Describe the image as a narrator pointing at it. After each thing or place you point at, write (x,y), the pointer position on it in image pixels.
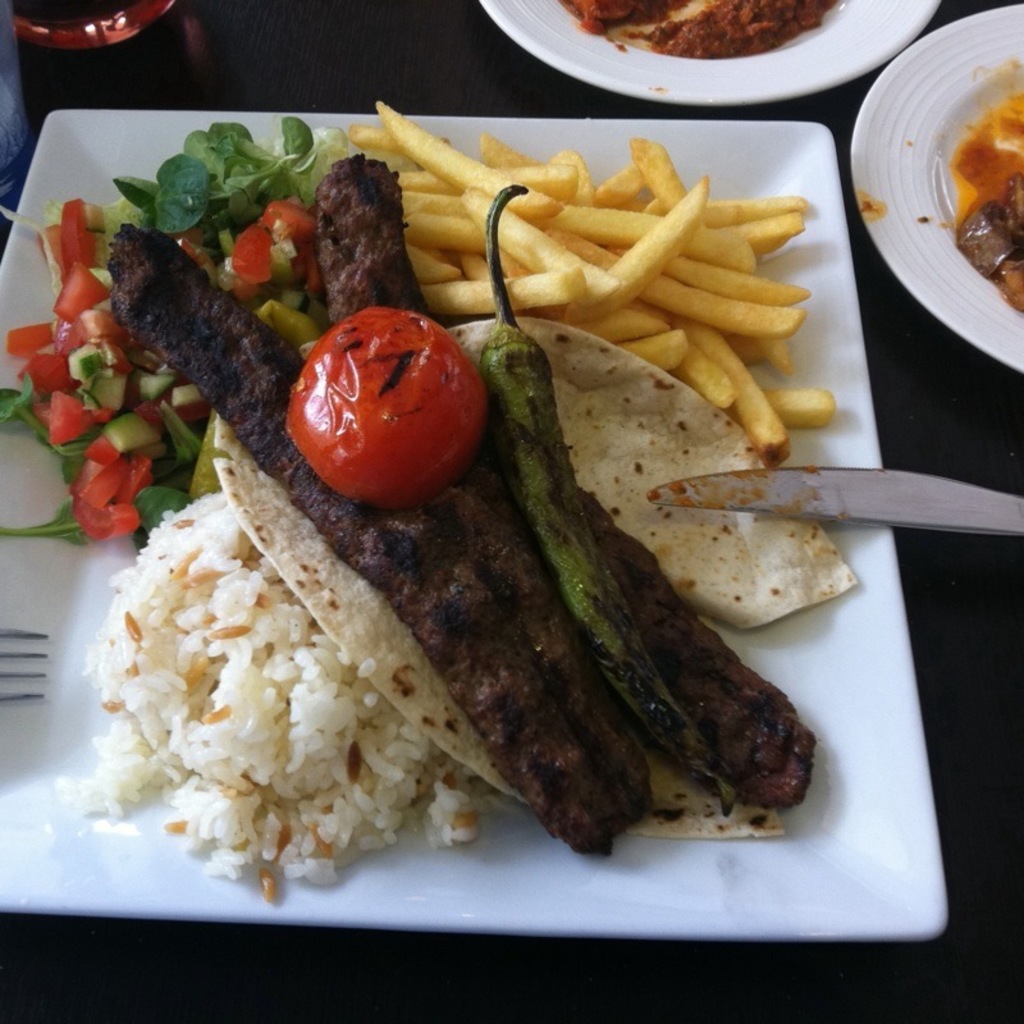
In this picture there is a plate (47,611). In the plate (435,671) we can see tomato (307,379), leaves (223,197), bread (657,514), chili potato fry (610,313), rice (317,719) and other food item (433,641). On the table (949,437) we can see plates (828,63), knife (928,489) and food items (688,55).
